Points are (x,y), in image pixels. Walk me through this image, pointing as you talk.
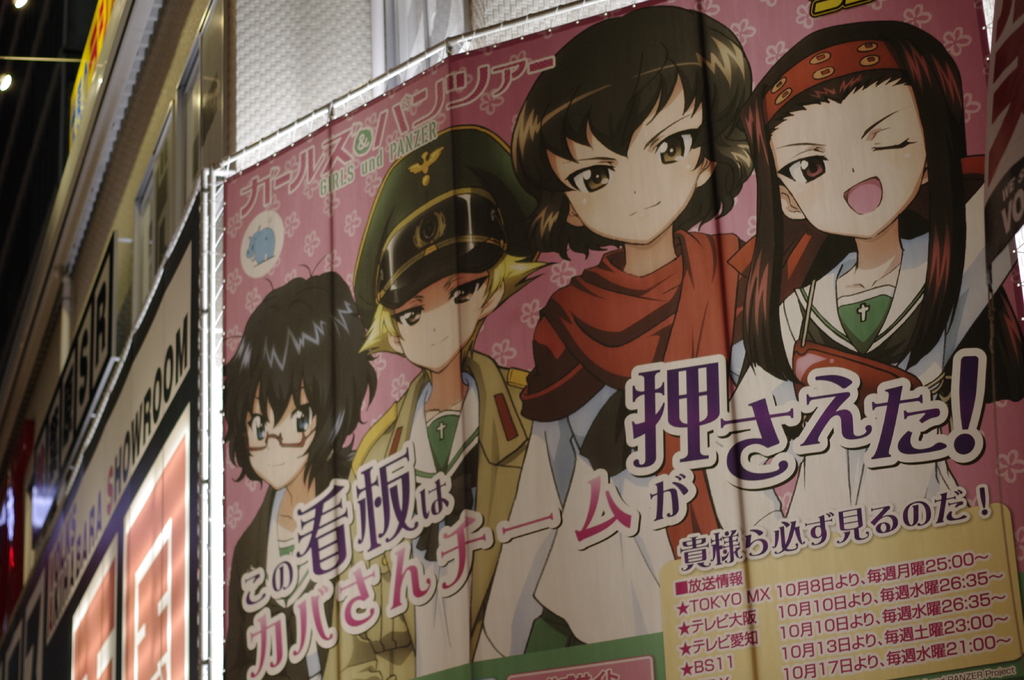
It is a zoomed in picture of a hoarding (445,265) attached to the building (187,190) and on the hoarding (374,369) we can see the depictions (470,218) of people (726,118). We can also see the text (705,369) with the numbers (947,590). Lights (17,7) are also visible.
